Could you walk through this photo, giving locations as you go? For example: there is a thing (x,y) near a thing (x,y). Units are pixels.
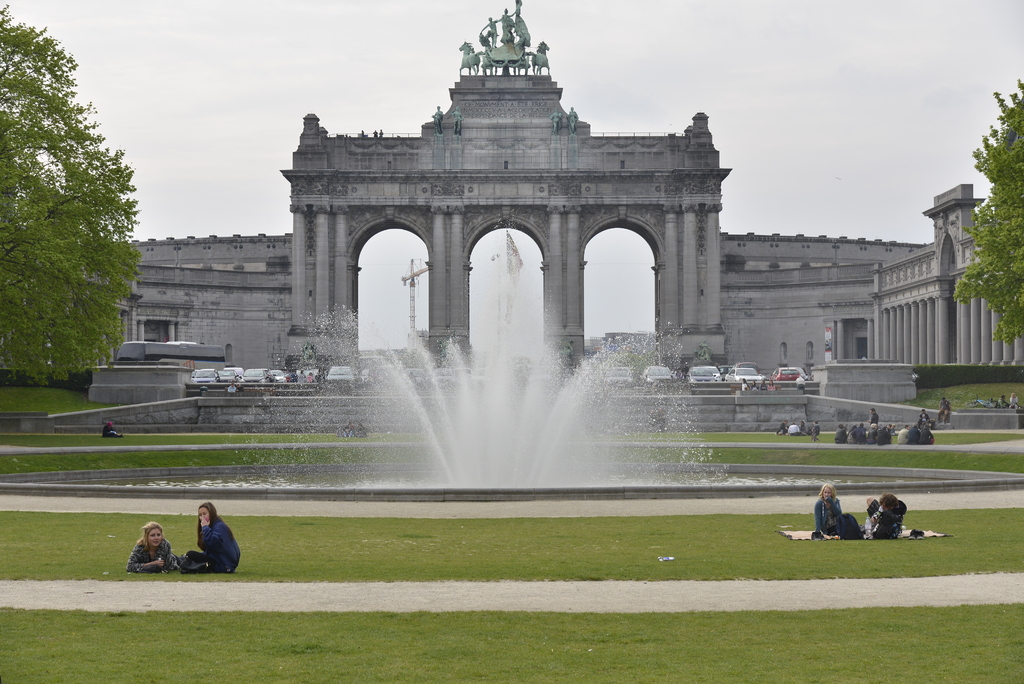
In this image we can see a fountain (507,455). Behind cars (275,373) are parked and monument (816,287) is present. To the both sides of the image trees (992,221) are there. Bottom of the image (503,631) grassy land (640,571) is there and people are sitting on it.
